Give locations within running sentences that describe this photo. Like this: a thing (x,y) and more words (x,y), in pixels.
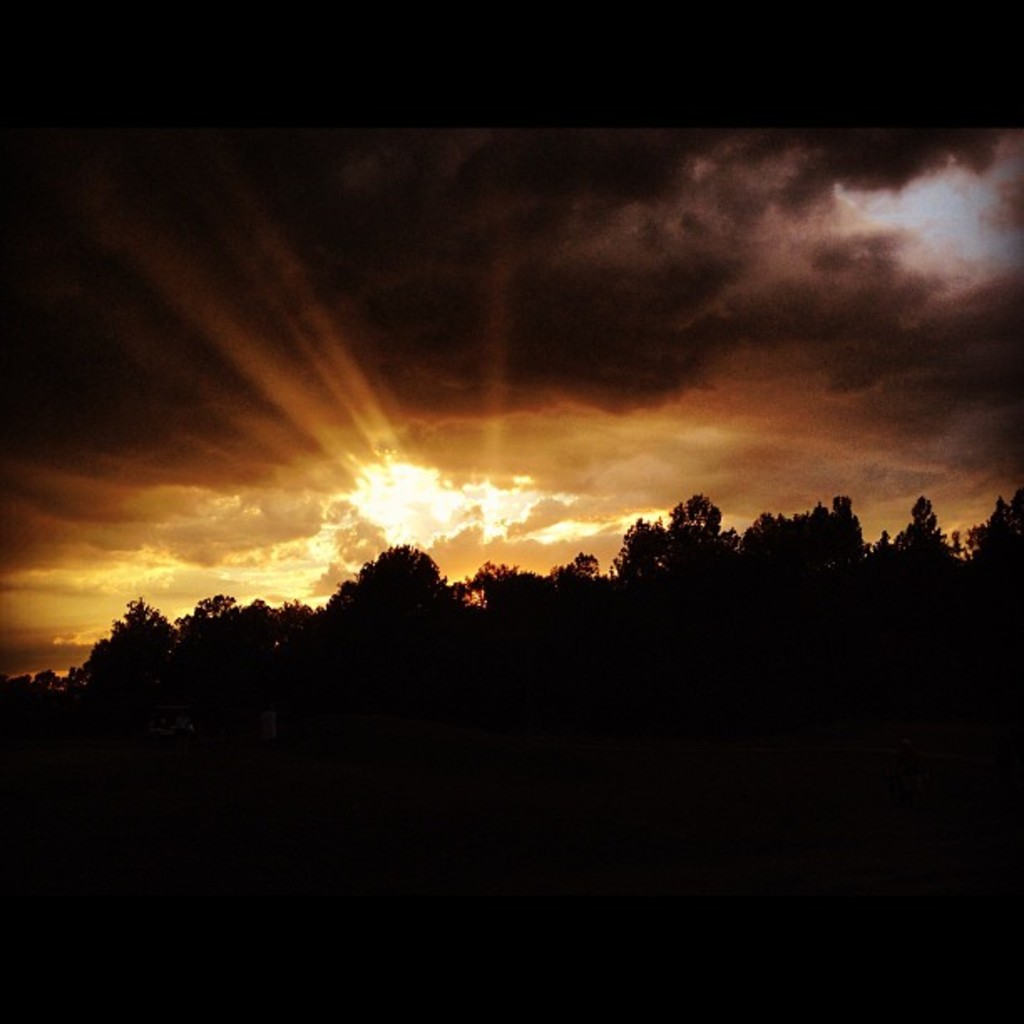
This picture is dark, in this picture we can see trees (640,729) and sky (783,421) with clouds (803,425).
